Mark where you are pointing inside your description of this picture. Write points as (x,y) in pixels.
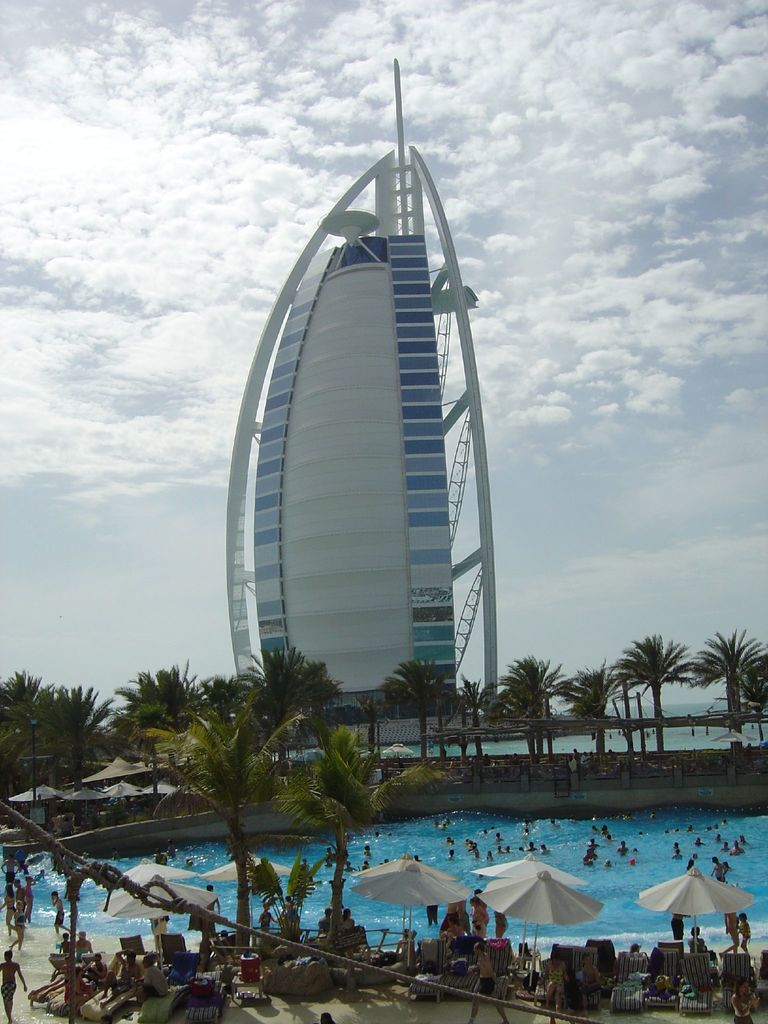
In this picture, we can see a few people (120,978), and a few are in swimming pool (48,940), we can see the ground (371,1015) with chairs (644,978), trees (193,770), sheds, and we can see some object (71,989) in the bottom left side of the picture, we can see the sky (544,248) with clouds (499,148).
